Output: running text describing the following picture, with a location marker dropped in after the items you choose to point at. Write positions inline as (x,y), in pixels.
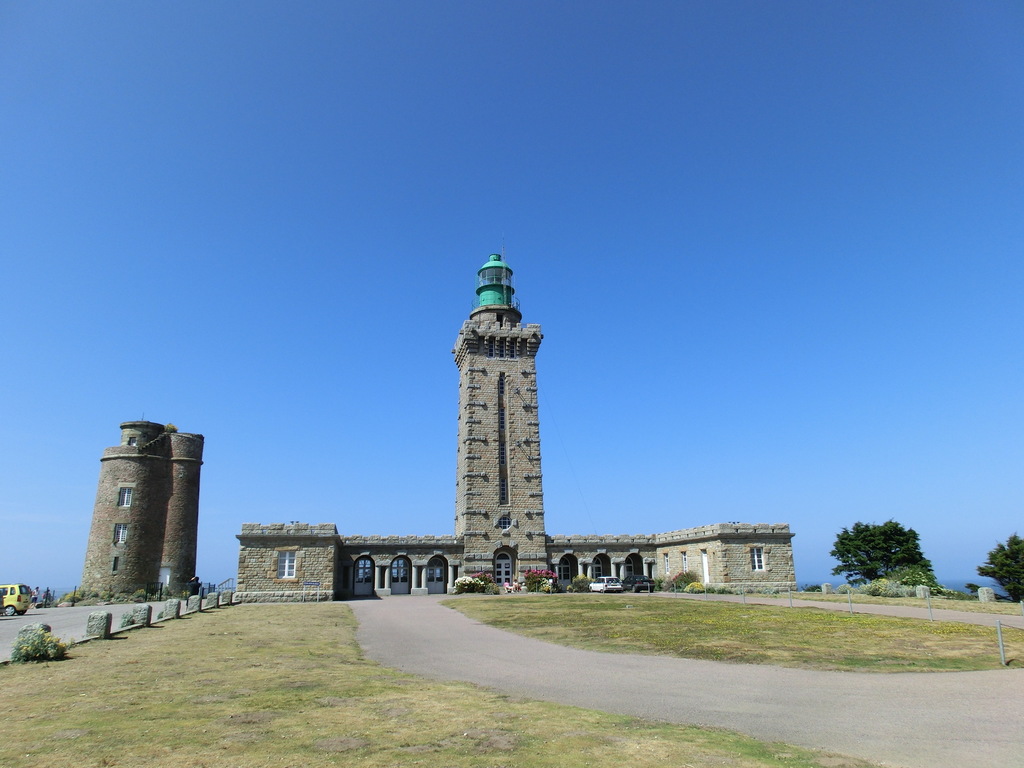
As we can see in the image there is grass (651,621), vehicle (24,606), buildings (170,580), windows (291,565), trees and sky (636,244).
